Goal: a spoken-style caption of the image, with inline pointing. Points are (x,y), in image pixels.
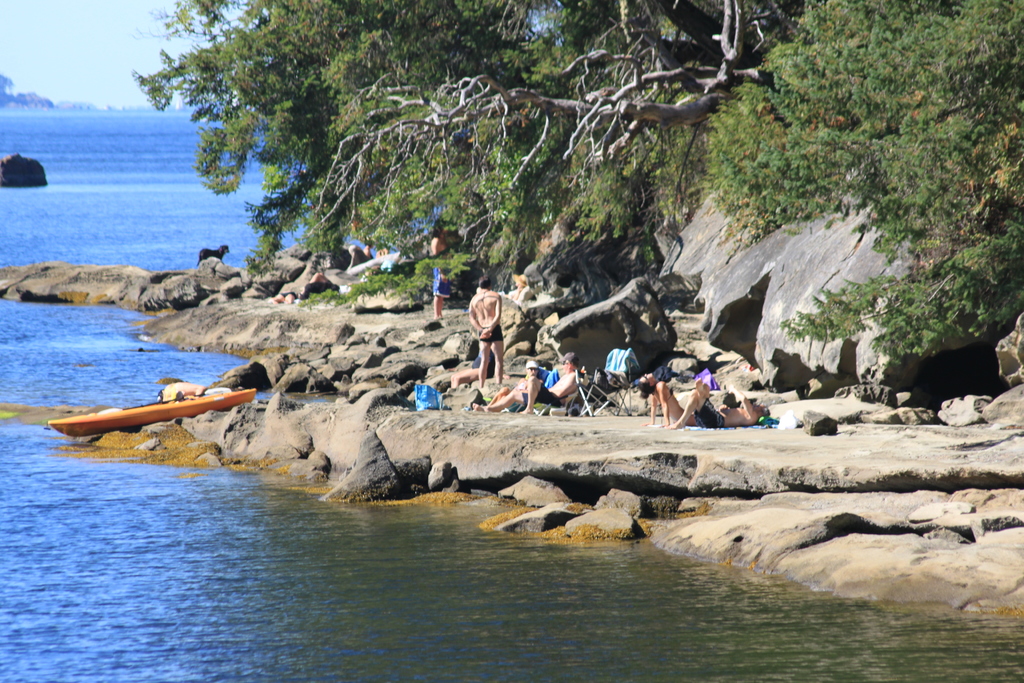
In this picture I can see some persons (675,406) who are lying on the ground (616,430), beside them I can see the chair (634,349). Beside the stones (576,312) I can see the man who is standing near to the water (97,390). On the left (88,415) there is a orange color boat (118,426). In the background (182,176) I can see the ocean (185,169). On the right (722,194) I can see many trees (674,104). In the top left (57,16) I can see the sky (48,9).
